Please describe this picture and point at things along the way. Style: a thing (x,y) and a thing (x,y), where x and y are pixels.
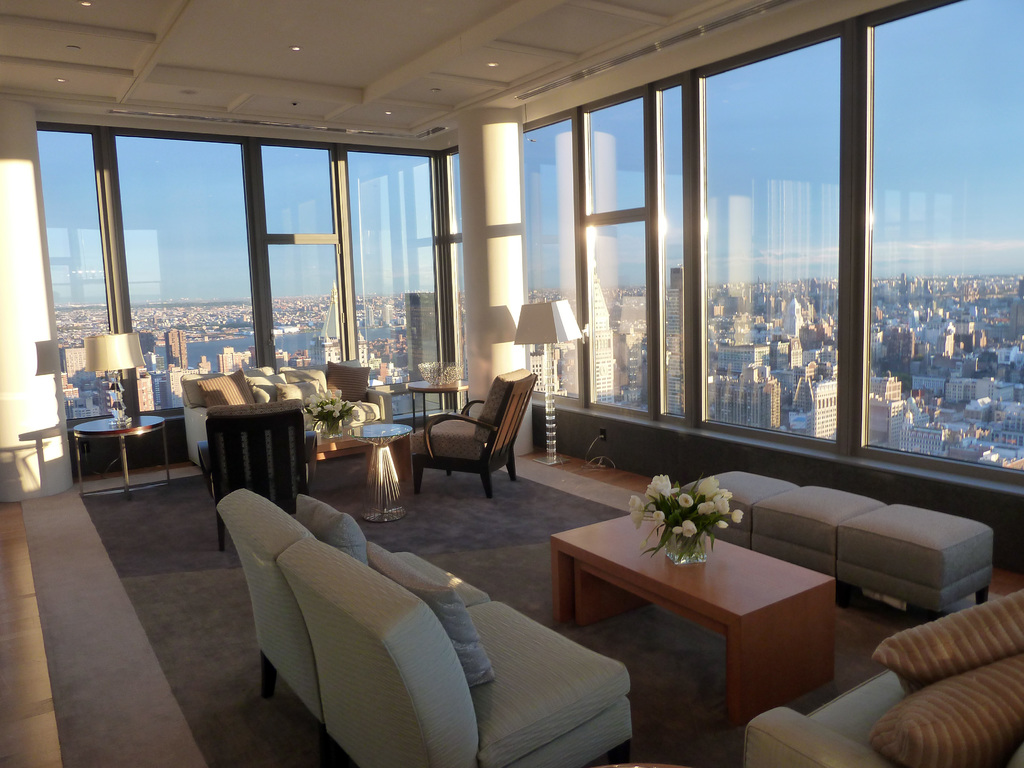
A living room (34,205) with some furniture (919,522) is shown in the picture. There is a sofa (340,387) and two chairs (433,452) with a table (359,443). There are two lamps (544,336) beside the sofa (197,380). There are two sofa chairs (505,645), table (591,570) and three cushion stools (757,546) in the front (935,531). There is a glass frame work (255,232) around the room (75,260). Through glass (215,301) we can see the city (929,318).
